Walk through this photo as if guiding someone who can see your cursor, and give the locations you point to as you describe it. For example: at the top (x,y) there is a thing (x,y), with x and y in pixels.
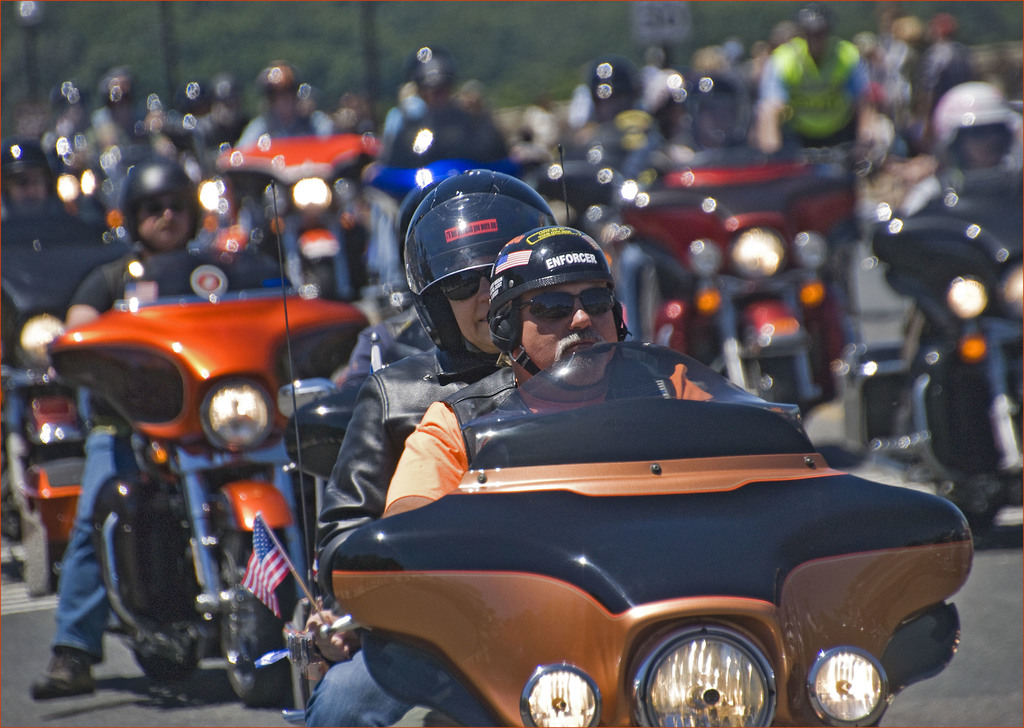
In this image we can see a group of people (583,333) wearing helmets (497,297) are riding motorcycles (645,598) placed on the ground (33,649). In the foreground (275,569) we can see a flag (266,581). In the background (119,36), we can see a group of poles (166,36) and trees (434,39).
